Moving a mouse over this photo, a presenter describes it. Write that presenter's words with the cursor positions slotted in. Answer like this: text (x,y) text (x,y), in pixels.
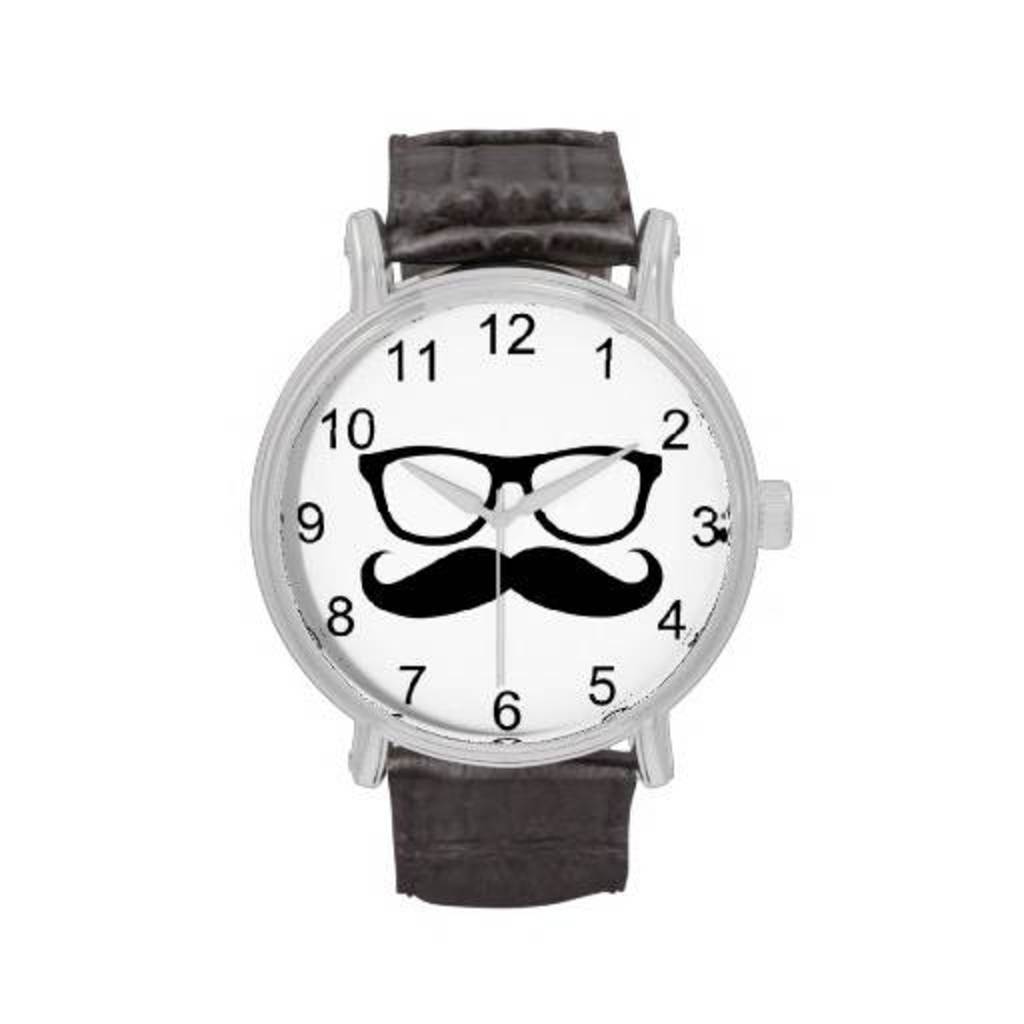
This is a picture of a watch (557,308) with a leather belt (553,159), numbers (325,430), spectacle (457,520), mustache stamp (446,576) in it.
